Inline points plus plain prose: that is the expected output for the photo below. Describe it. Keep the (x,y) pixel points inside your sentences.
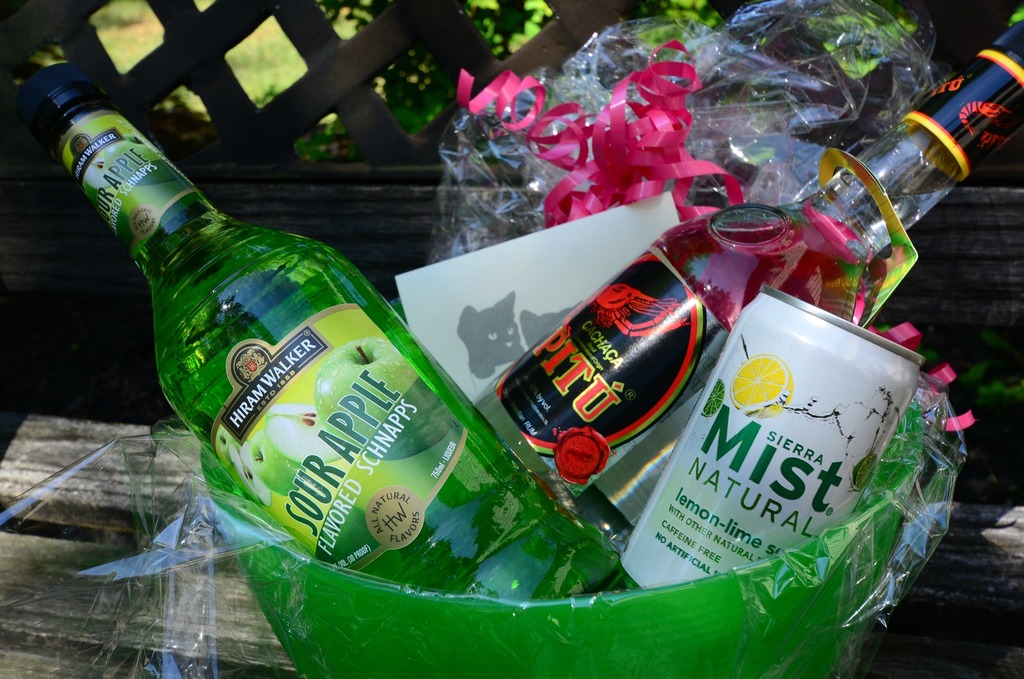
In this image, few bottles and tin (816,469) are placed in the basket (495,607). We can see cover (693,142), ribbon (623,142) and table (66,451). The background (273,76), few plants (487,34), grass (259,72).
